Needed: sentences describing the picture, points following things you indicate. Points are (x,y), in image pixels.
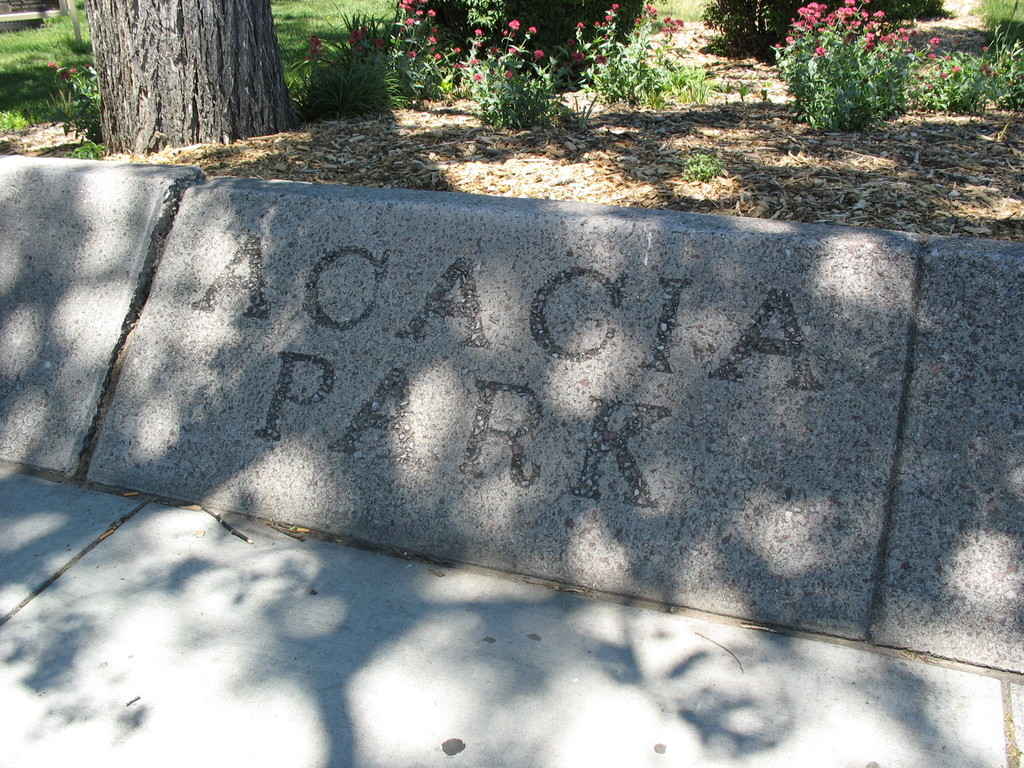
In the foreground of this image (444,636), at the bottom (352,633), there is stone surface (774,646) and also there is some text (791,348) on the stone (470,244) in the middle (585,459). At the top (874,35), there are flowers (874,35), plants (493,74), grass (331,31) and a tree trunk (163,73).
